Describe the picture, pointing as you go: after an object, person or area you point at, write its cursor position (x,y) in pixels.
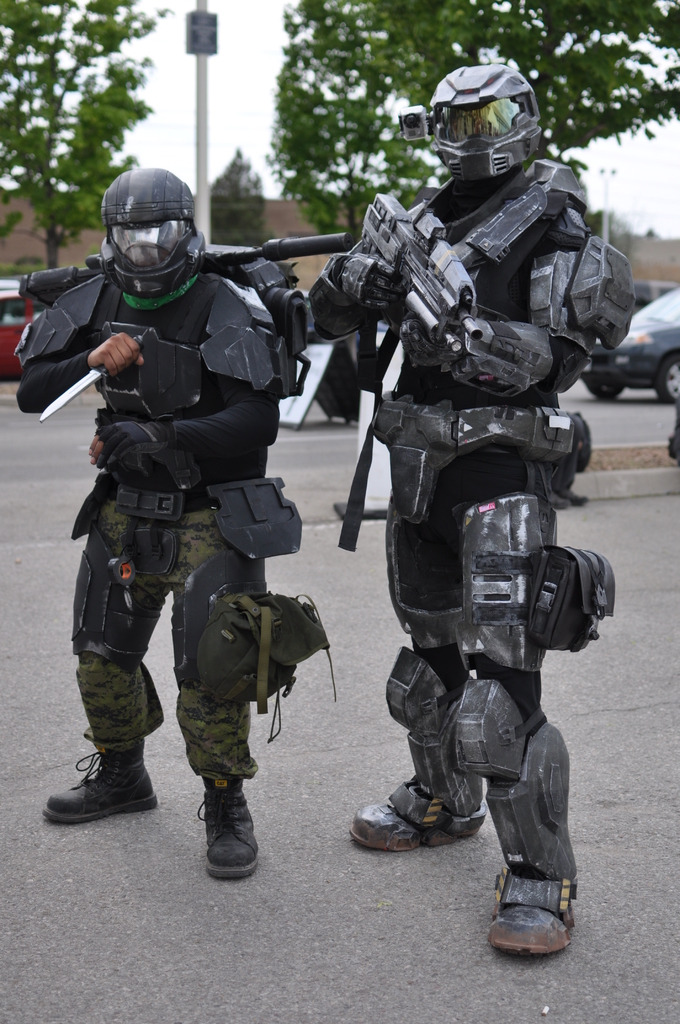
In this image there are two persons (70,369) in fancy dresses (122,412) holding a knife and a rifle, and in the background (654,295) there are vehicles (12,362) on the road (627,395), pole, trees (132,58), buildings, sky (640,192).
